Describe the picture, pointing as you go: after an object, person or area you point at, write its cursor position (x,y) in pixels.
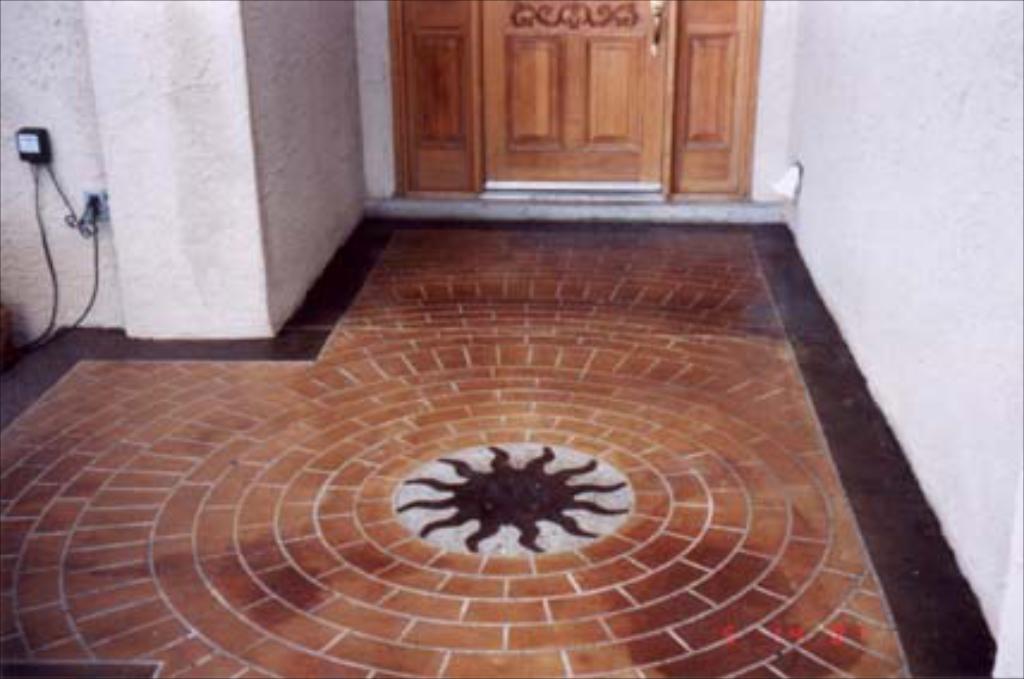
Here in this picture we can see the floor (364,432) is covered with designer tiles (754,532) all over there and in the front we can see a door (572,124) present and on the left side (84,206) we can see wires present over there.
